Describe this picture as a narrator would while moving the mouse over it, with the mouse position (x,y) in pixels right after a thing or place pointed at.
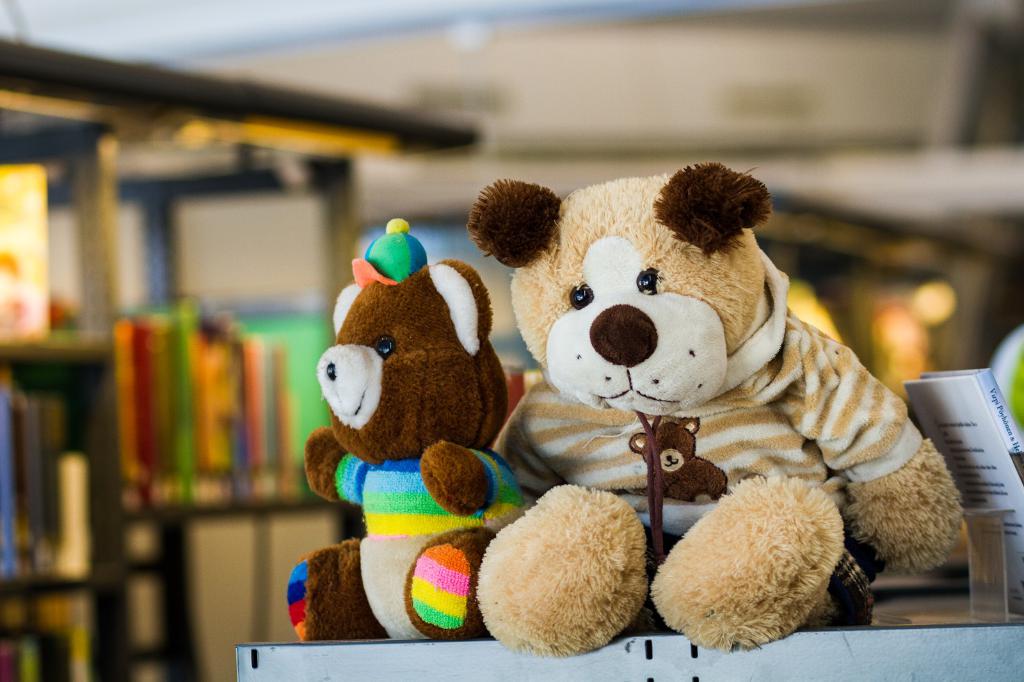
In this picture there are teddy bears (663,311) in the center of the image (575,329) and there is a rack (211,308) on the left side of the image (114,314).
